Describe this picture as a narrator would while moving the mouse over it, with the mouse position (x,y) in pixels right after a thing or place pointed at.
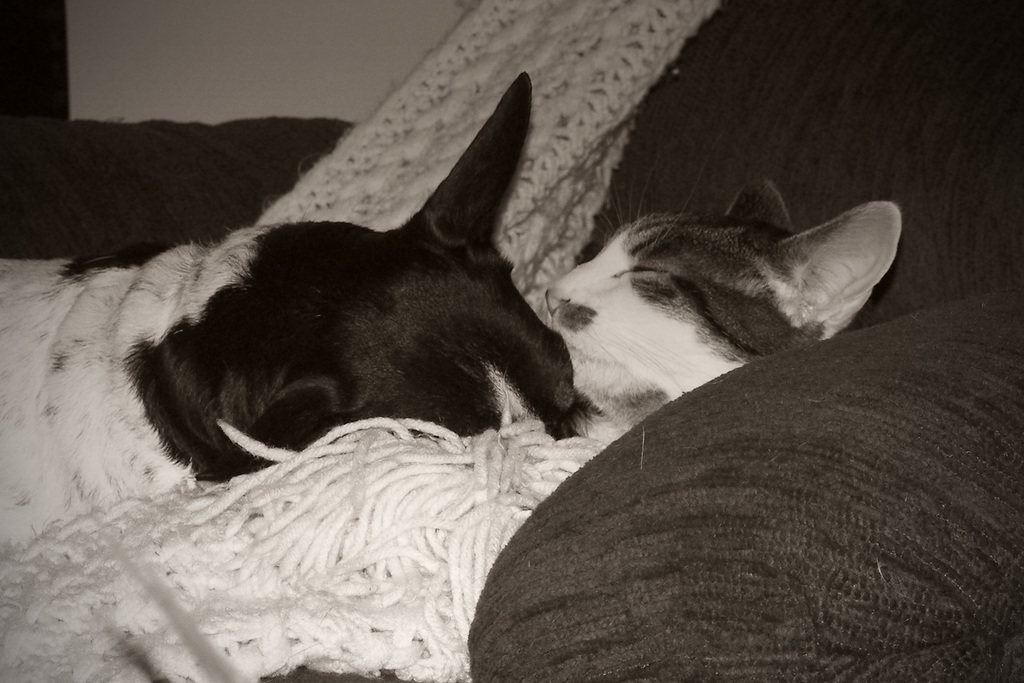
In the picture we can see dog (316,430) and cat (657,385) which are on couch (933,4).
